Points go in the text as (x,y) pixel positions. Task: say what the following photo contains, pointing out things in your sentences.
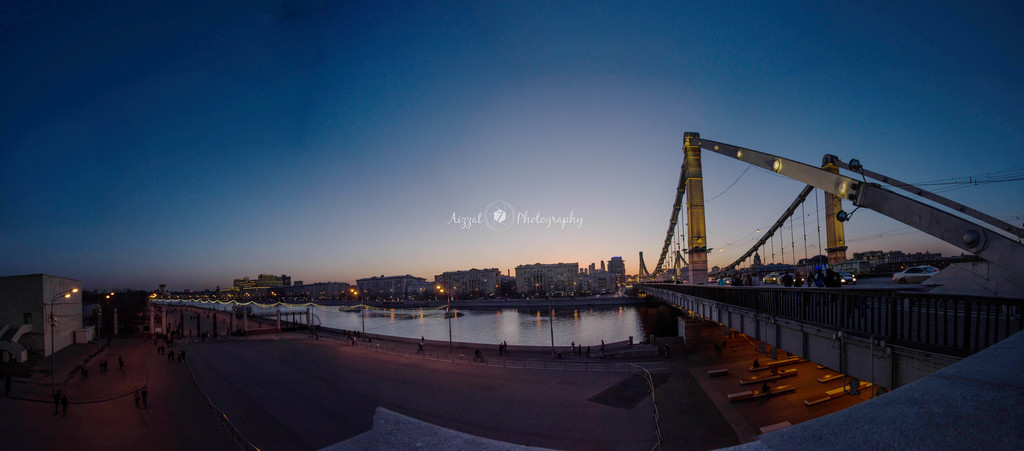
In this picture we can see people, poles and some objects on the ground (519,390), beside this ground (532,389) we can see boats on water (522,330), here we can see a bridge (807,326), vehicles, buildings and some objects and we can see sky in the background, here we can see a logo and some text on it.
